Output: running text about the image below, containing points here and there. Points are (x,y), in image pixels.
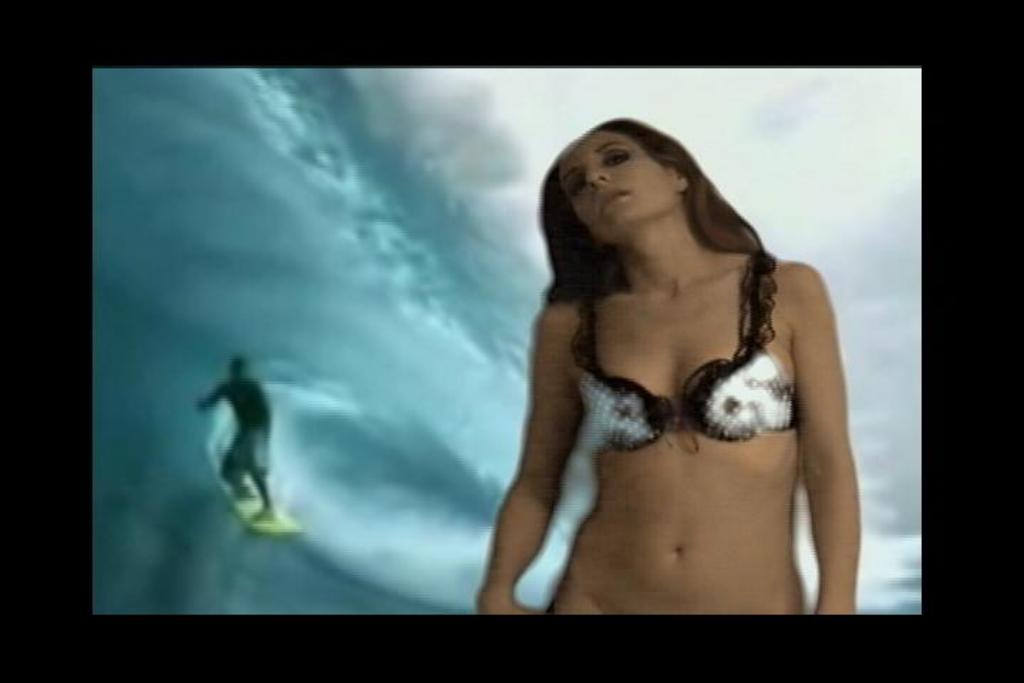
In this image there is a person (671,391) truncated towards the bottom of the image (742,487), there is a person (255,430) surfing, the border of the image is black in color, at the background of the image (453,214) there is water (379,357).
